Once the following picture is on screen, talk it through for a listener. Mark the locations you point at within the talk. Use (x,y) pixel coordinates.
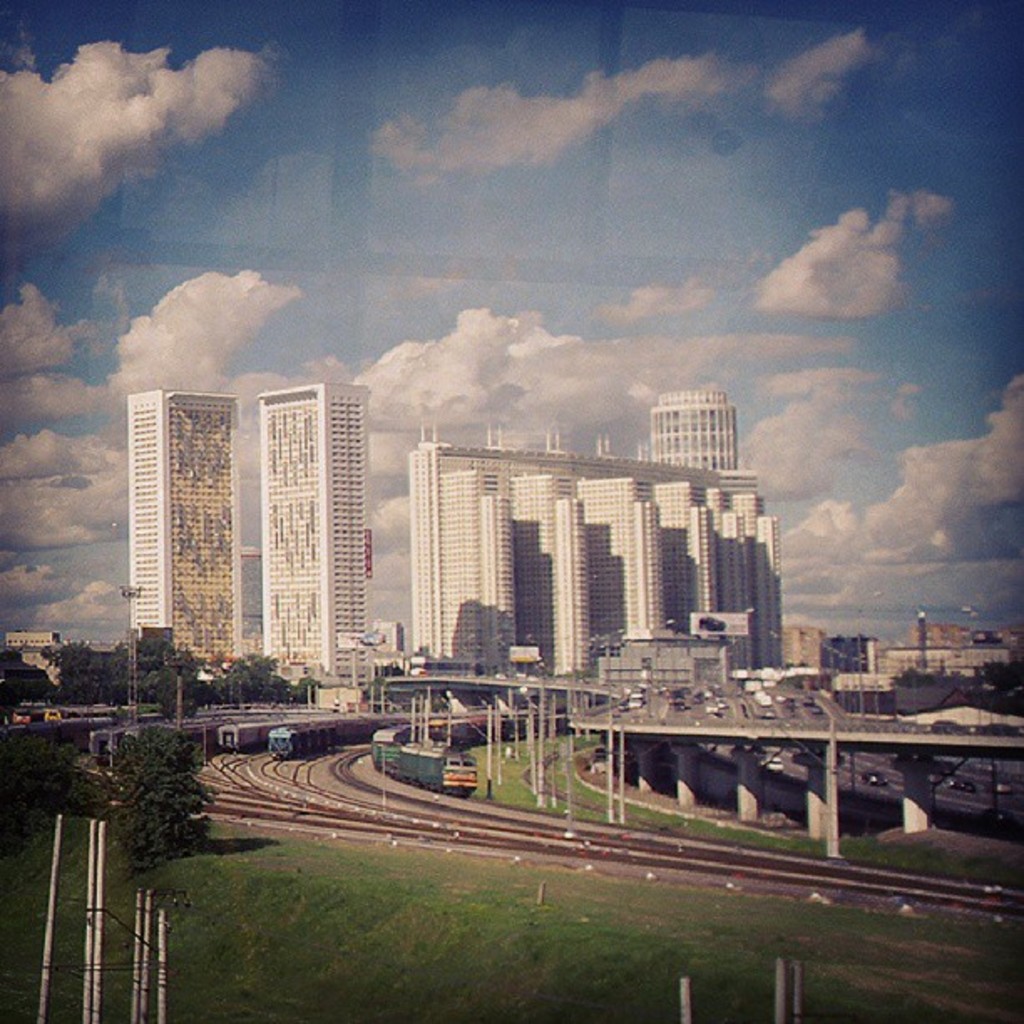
In the picture there is grass (84,834), trees (181,774), railway tracks (381,789), trains (397,742), bridge (441,688), vehicles (689,696) and many buildings (331,579).
